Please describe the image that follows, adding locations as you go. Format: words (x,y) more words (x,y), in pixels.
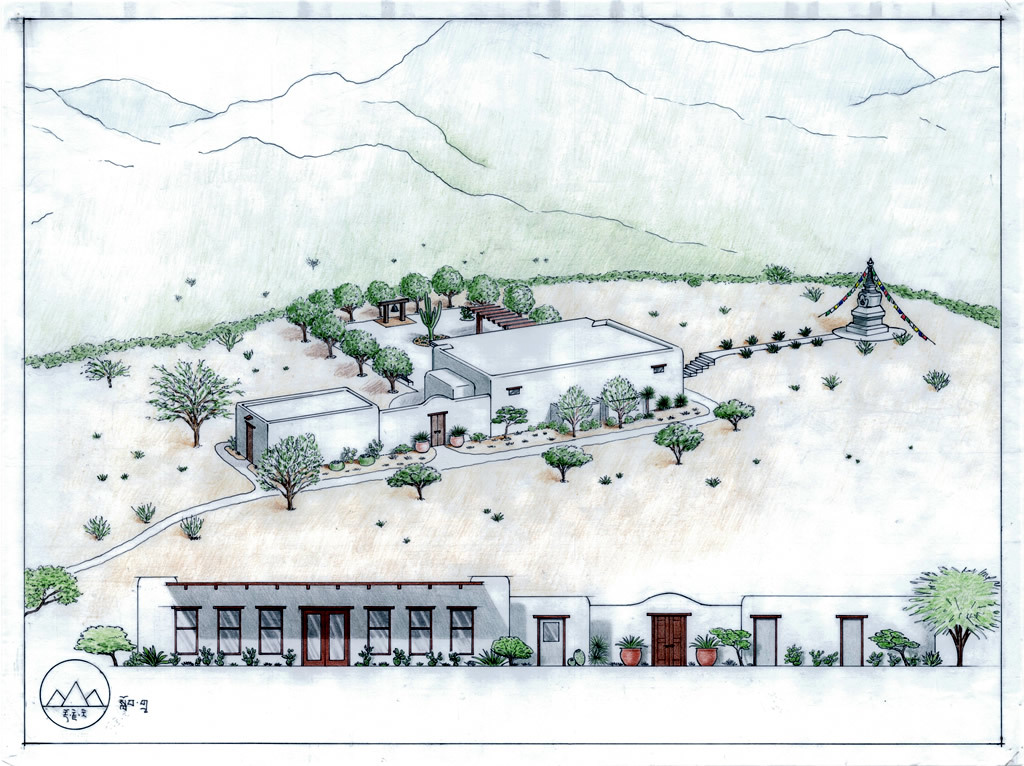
This is a sketch and here we can see houses (534,412), trees (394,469), plants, house plants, a tower (870,287) and we can see mountains (369,235). At the bottom (102,687), there is a logo (79,702) and we can see some text (143,711).
